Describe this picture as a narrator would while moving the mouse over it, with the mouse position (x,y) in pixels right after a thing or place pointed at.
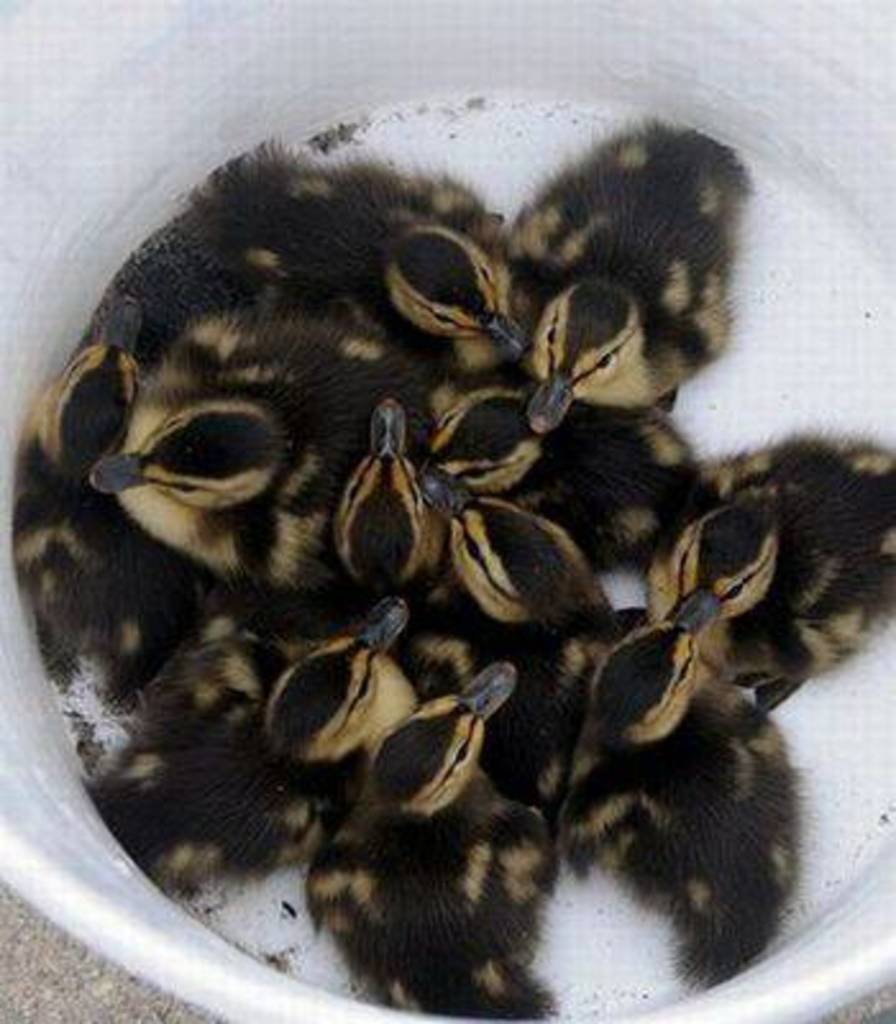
In this image, I can see the ducklings (301,496) in the tub (354,21). This tub (48,850) is white in color.
